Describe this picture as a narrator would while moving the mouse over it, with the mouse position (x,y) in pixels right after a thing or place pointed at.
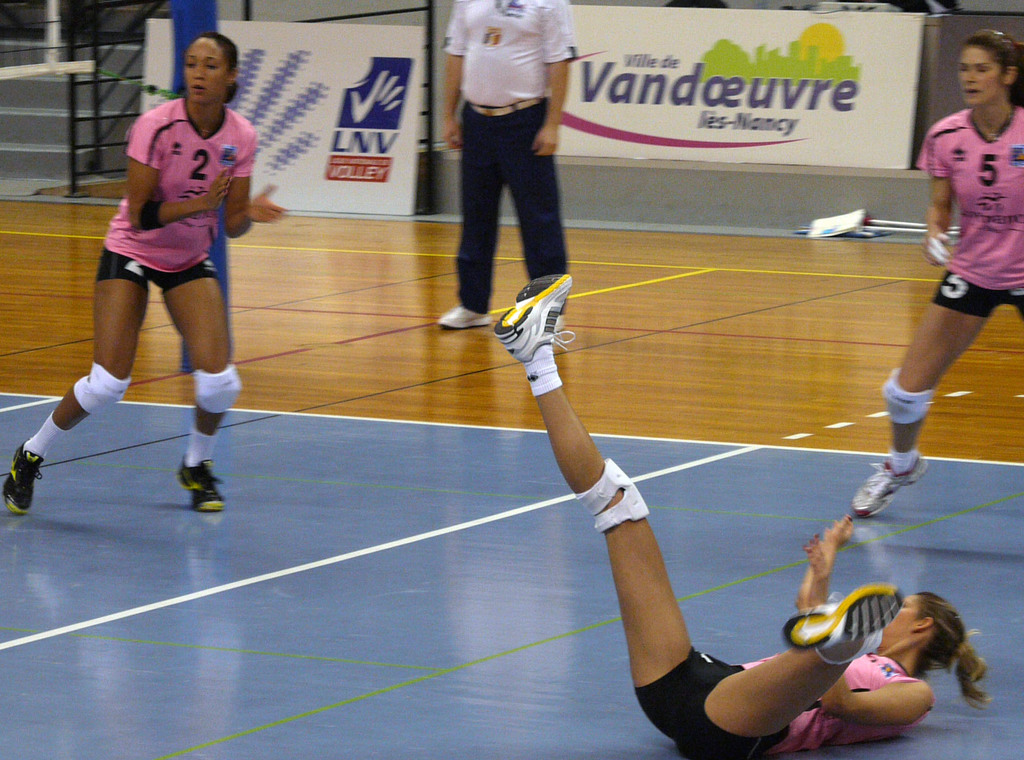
In this image, we can see four persons (813,644). Few people (848,650) are playing a game on the surface (441,610). Background (60,105) we can see grills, banners (731,36), stairs (86,135) and few objects (808,227).
